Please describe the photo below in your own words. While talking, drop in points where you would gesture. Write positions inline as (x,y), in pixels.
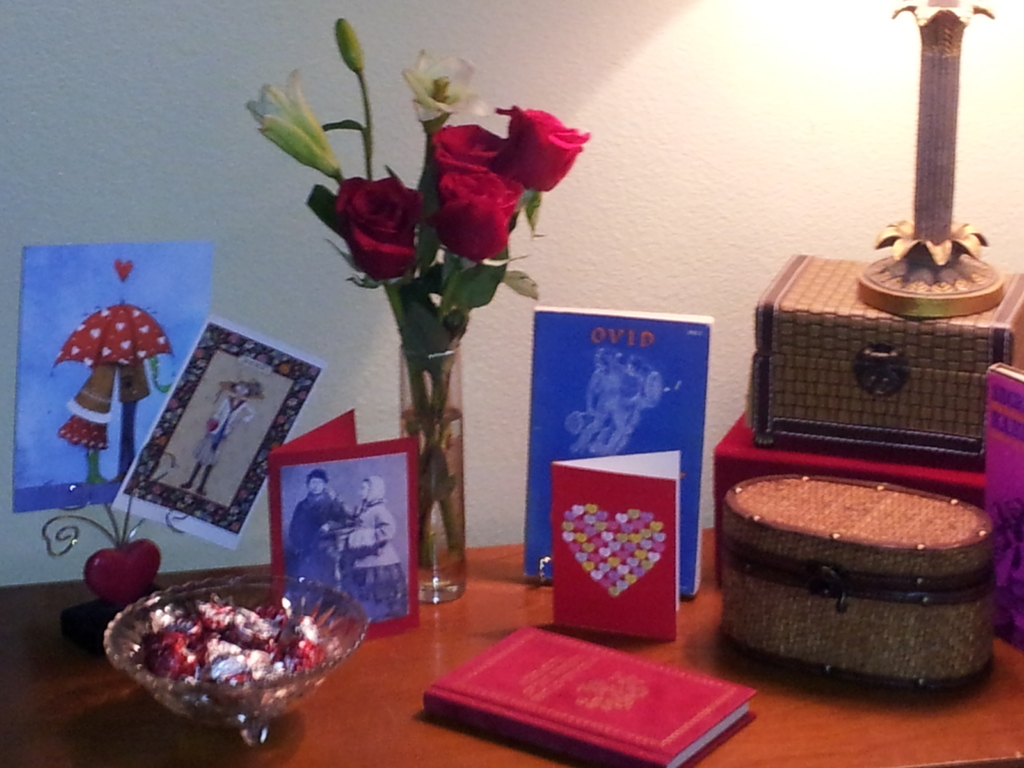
There is a table (311,704) which has a bowl (270,691) of chocolates (252,627), group of cards (629,492), roses (477,231) and some wooden boxes (893,417) on it.
